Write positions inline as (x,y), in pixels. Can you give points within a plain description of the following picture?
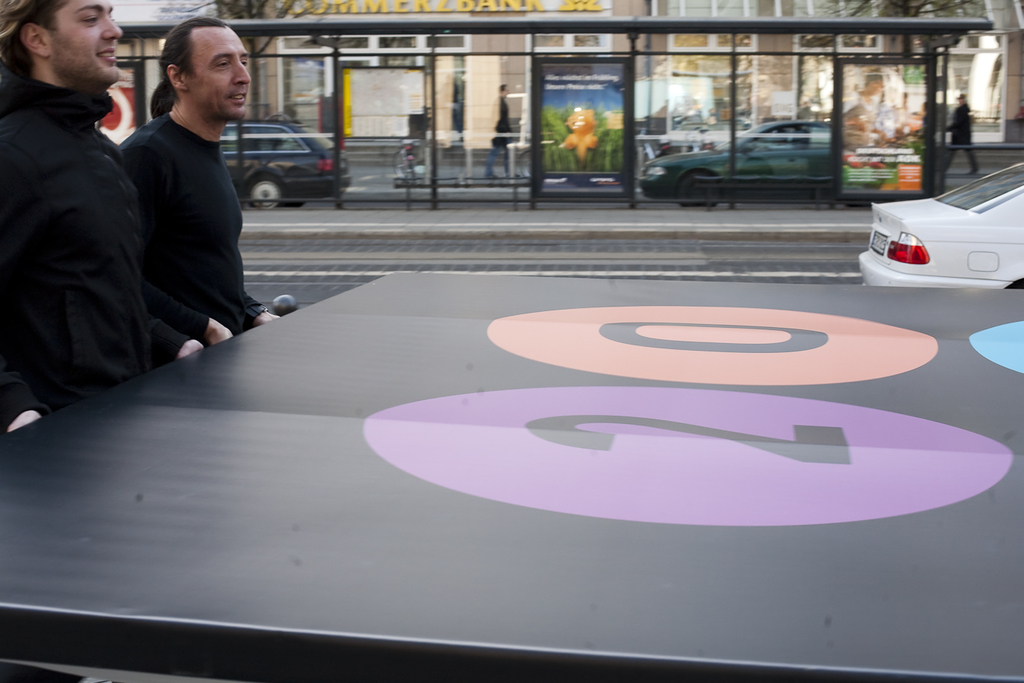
In this image there are two persons (171,245) wearing black t shirts (186,273) are standing in front of the playing board (628,546). In the background (977,223) there are cars (962,207) visible on the road (335,241). There are also trees (918,6) and buildings (669,49). There are also persons (955,130) walking on the road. Ball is also visible.
